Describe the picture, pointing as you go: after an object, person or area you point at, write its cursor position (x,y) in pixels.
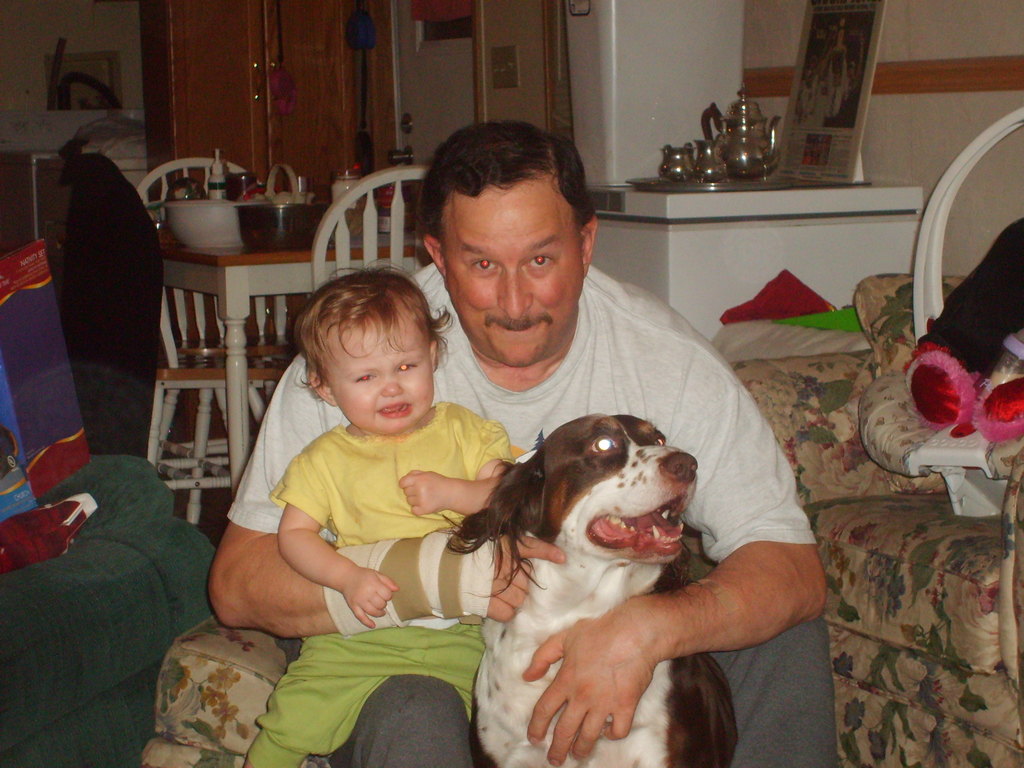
In the image there is a person (766,556) is sitting on his lap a baby (388,400) is sitting. A dog (569,553) is also there. There are sofa (845,497). Here there is a dining table (278,274) surrounded by chairs (323,254). On the table (295,269) there is bowl (288,208), bottles (218,174), few other things (293,195). Here there is a cupboard (220,72). Here there is jugs (750,161).
